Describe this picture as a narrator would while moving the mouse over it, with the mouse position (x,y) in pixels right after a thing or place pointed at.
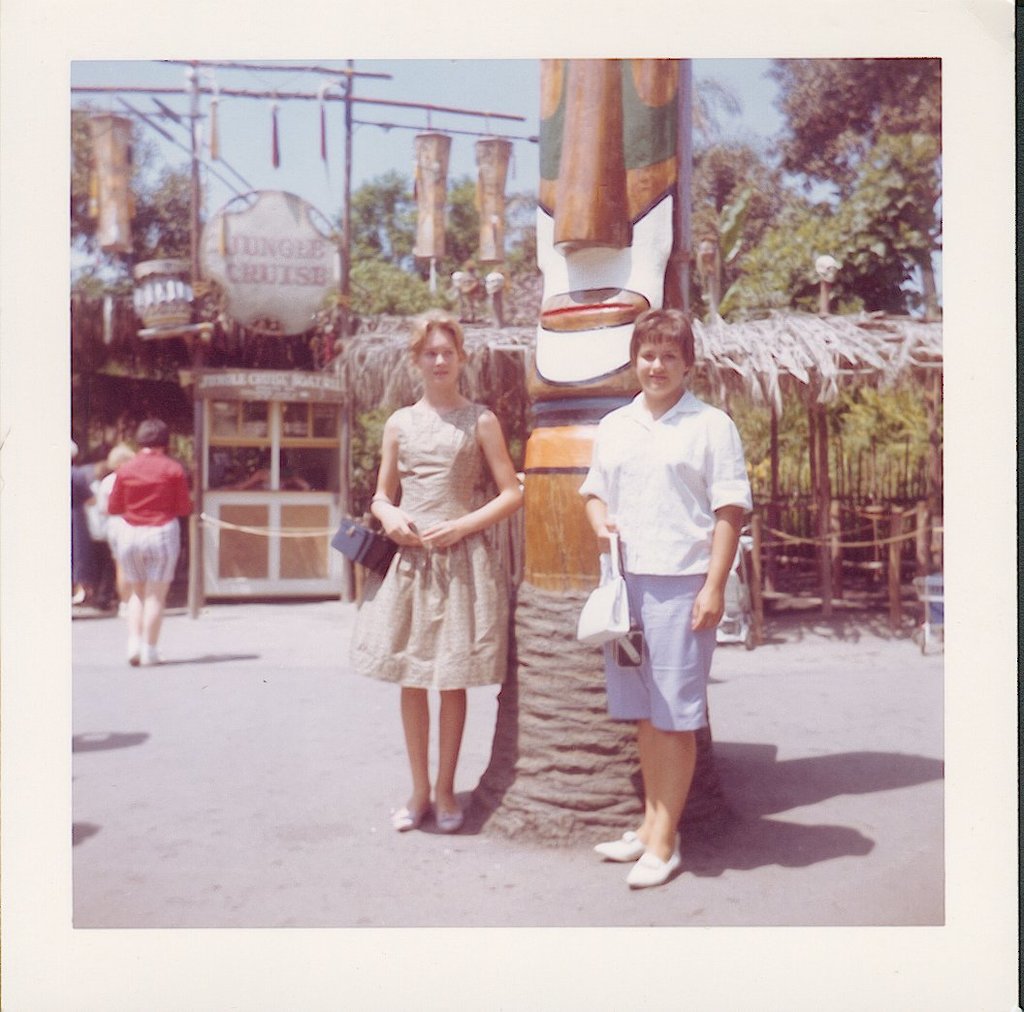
In the image we can see there are people (623,502) standing and some of them are walking, they are wearing clothes (427,570) and shoes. Here we can see the road (314,707), sculpture (585,322) and the hut (769,344). Here we can see the trees (772,276), poster (278,252) and the sky (416,63).
